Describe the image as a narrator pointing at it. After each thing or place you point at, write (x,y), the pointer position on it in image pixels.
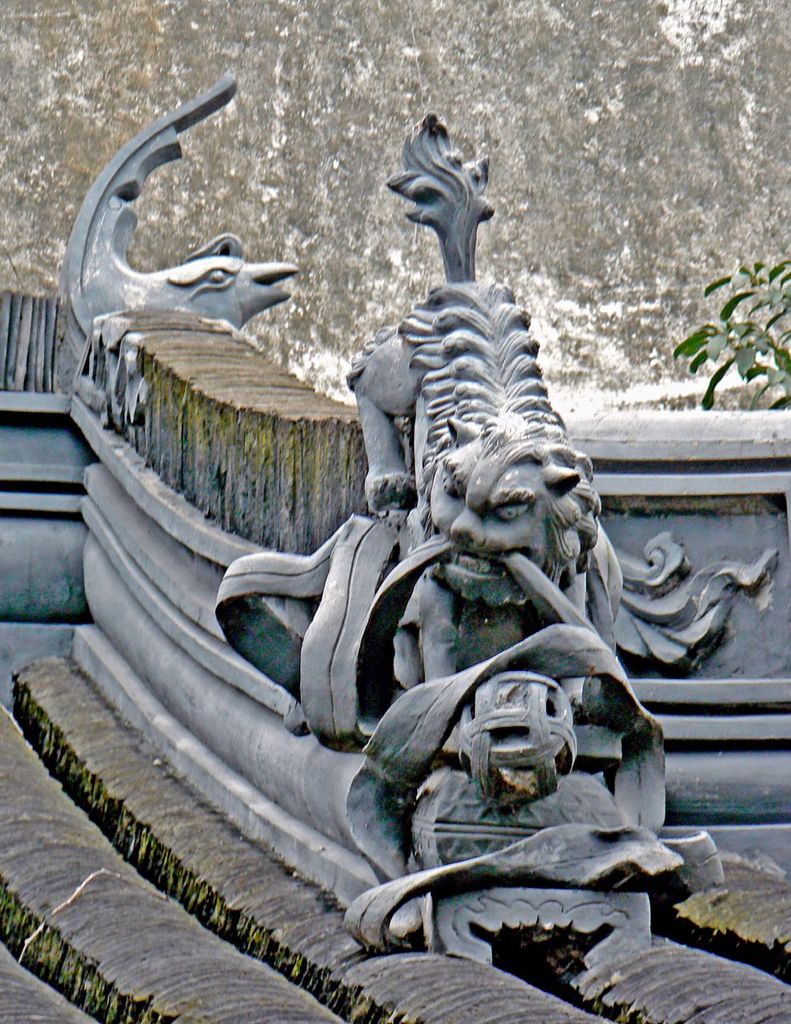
There is a statue (446,708) in the right corner (548,844) and there is a plant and a wall (415,66) behind it.
